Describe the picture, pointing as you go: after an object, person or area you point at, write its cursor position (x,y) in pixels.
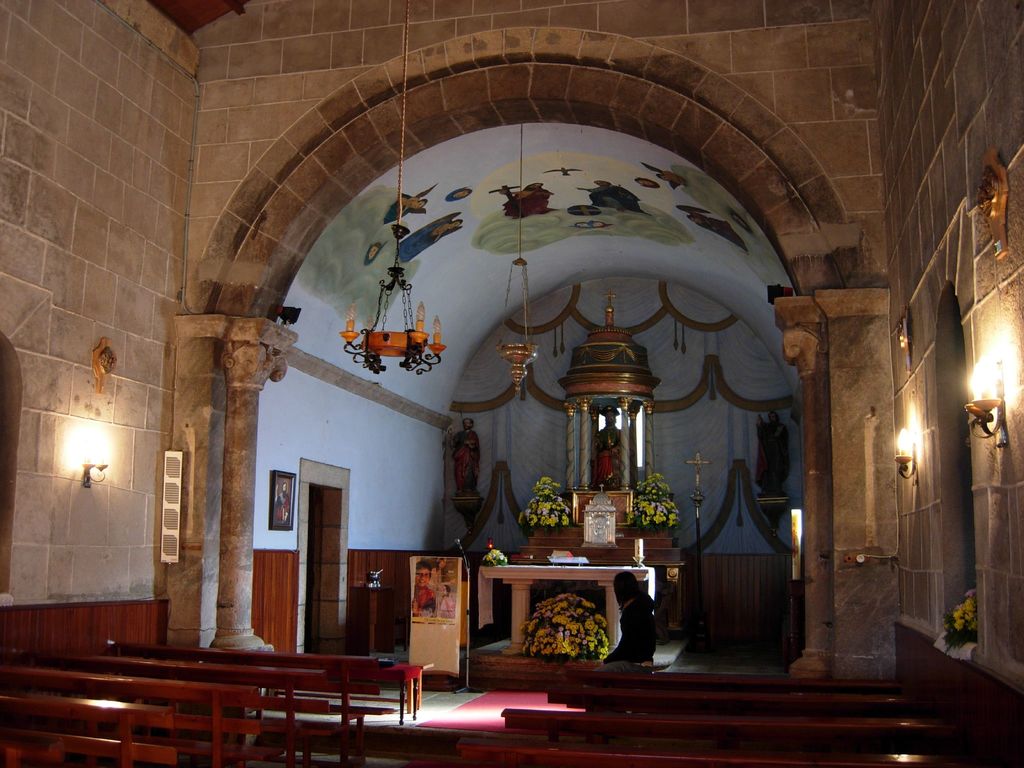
In this image I can see the inner view of the building (728,576). Inside the building (354,494) I can see the statues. In-front of the statues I can see the flowers (551,643) which are in yellow color. I can also see the board (454,589) in the front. There are some frames (282,505) to the wall (292,532). In-front of the board (452,635) there are benches (366,687) and some lights (105,457) to the wall (928,449). I can see the candle chandelier (395,334) in the top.
